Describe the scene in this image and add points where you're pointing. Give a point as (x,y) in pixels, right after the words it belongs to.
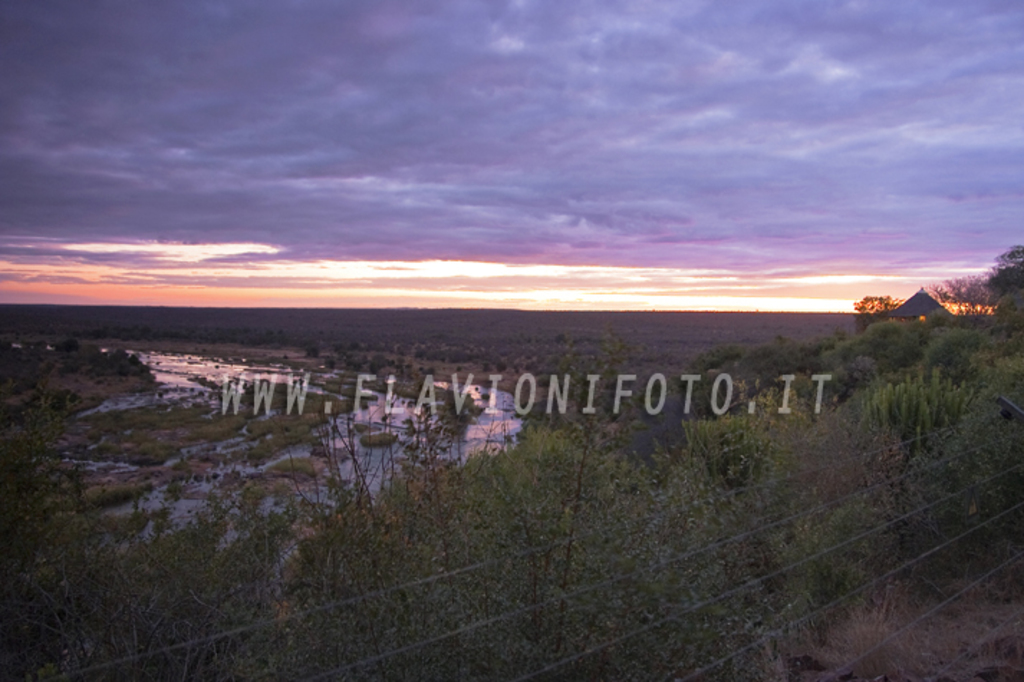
In this image we can see water (96,407), some plants (371,440) and trees (403,494). At the top of the image (469,83) there is the cloudy sky (616,129). At the bottom of the image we can see the cables (892,570). On the image there is a watermark (434,390).
